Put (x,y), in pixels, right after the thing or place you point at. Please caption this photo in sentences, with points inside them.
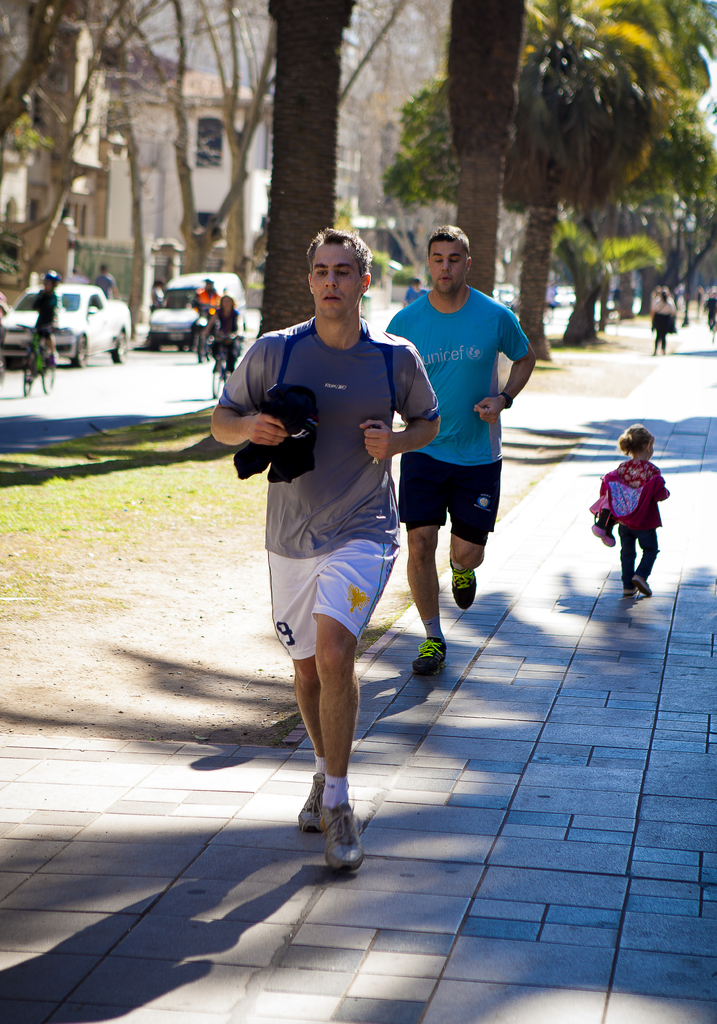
In the center of the image (339,453) two mans (438,489) are running. In the background of the image (413,248) we can see some persons (222,331), trees (194,200), buildings (235,191), cars (186,306), bicycles (42,389), grass (147,472) are present. At the bottom of the image (375,914) road (423,948) is there.
